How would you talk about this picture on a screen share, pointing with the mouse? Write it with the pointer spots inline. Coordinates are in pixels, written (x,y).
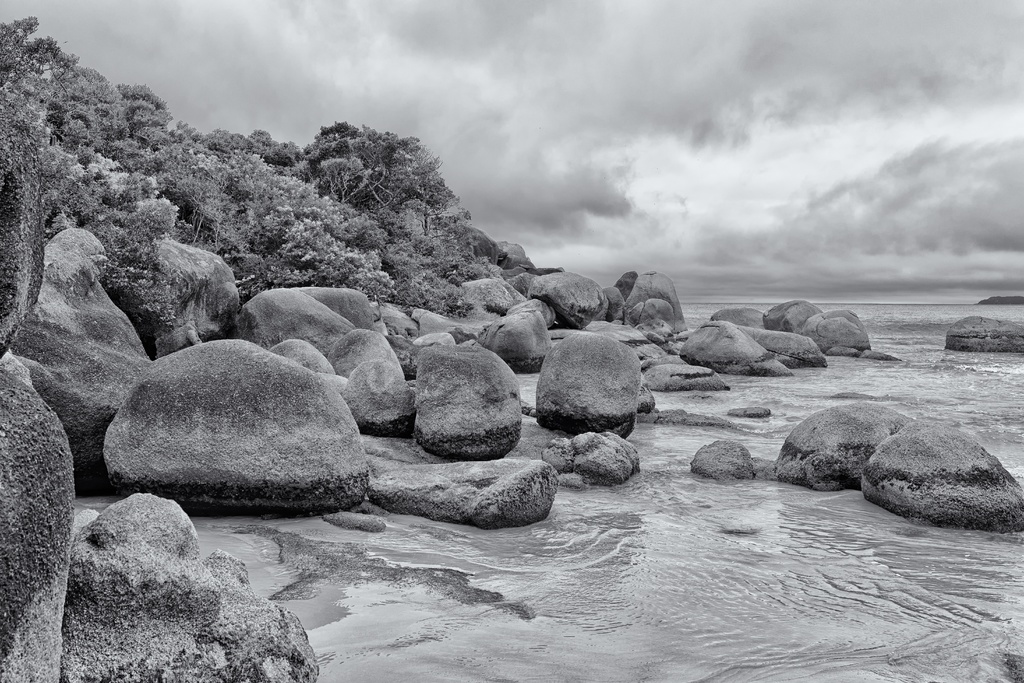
In this image in the middle (419,297) there are trees (299,172), stones (672,418), waves (912,411) and water (913,413). At the top (634,133) there are sky (685,181) and clouds (702,171).
